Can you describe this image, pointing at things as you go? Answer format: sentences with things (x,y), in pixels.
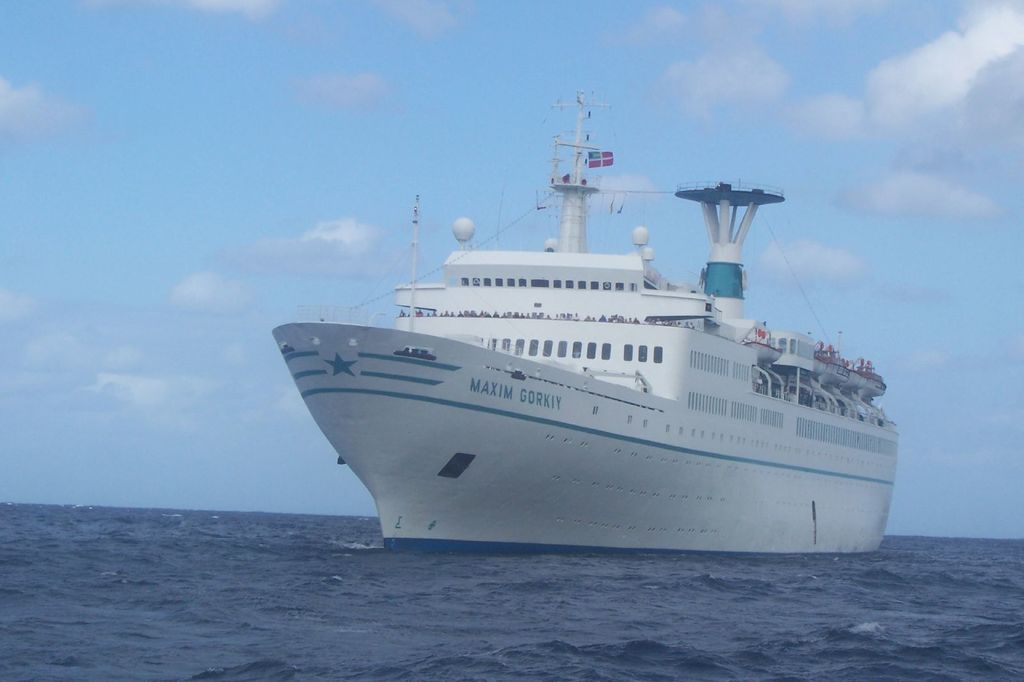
In this image we can see a ship (668,437) on the water (687,571) and the sky (245,256) with clouds (923,101) in the background (871,183).
